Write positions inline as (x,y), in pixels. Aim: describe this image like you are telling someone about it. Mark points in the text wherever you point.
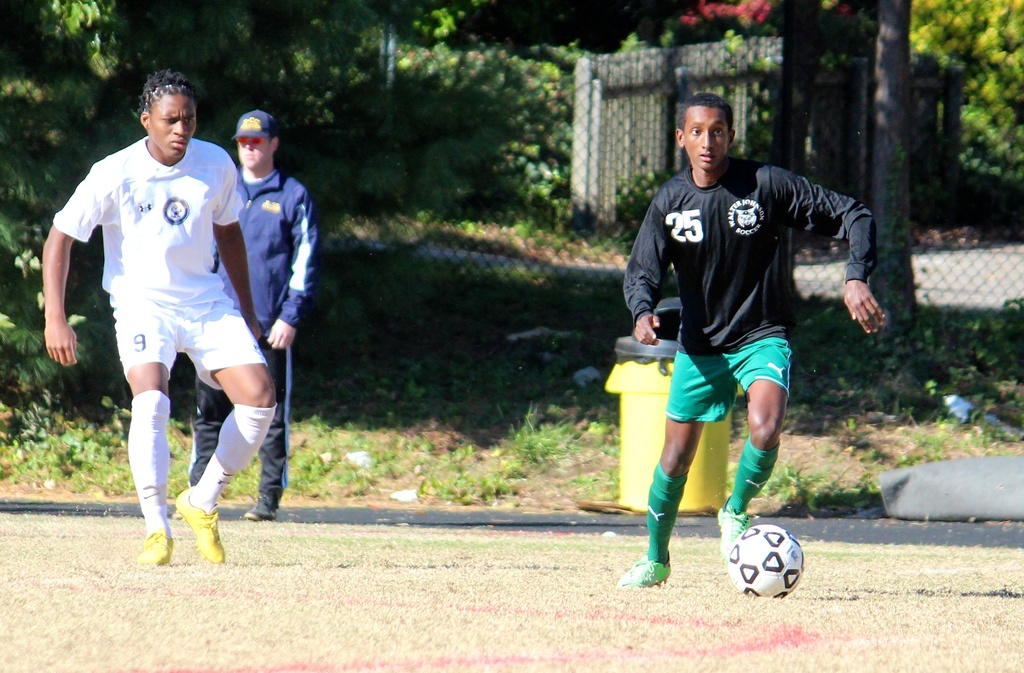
This image consist of a three persons (168,417). And three persons (202,429) standing on the ground (154,618) and on the right side (765,334) a person (730,508) kicking a ball (765,541) And back side him there is a fence (593,169) and there are some trees (331,74) visible back side of the fence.
